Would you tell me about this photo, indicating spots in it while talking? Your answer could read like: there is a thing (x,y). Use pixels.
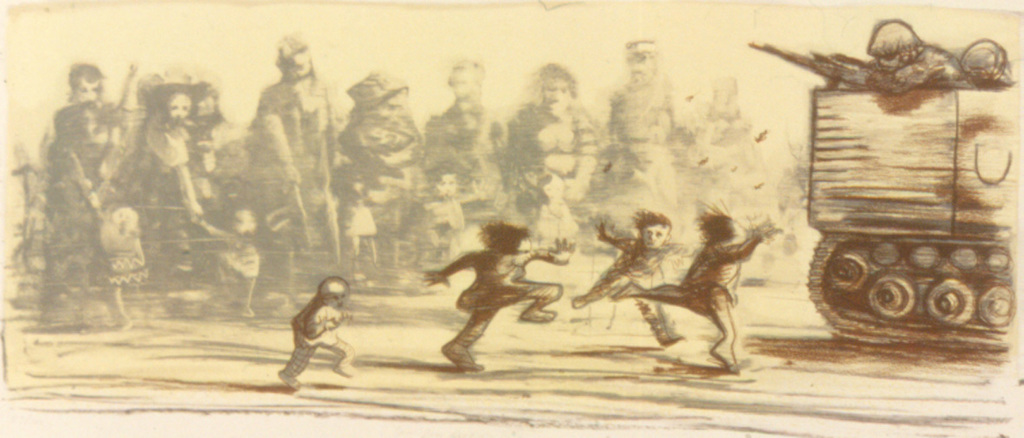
In this picture there is a drawing paper (168,264). In the front (309,390) we can see a small boys (344,363) running and playing in the ground (522,382). On the right corner (850,138) we can see a military tank (868,250).
